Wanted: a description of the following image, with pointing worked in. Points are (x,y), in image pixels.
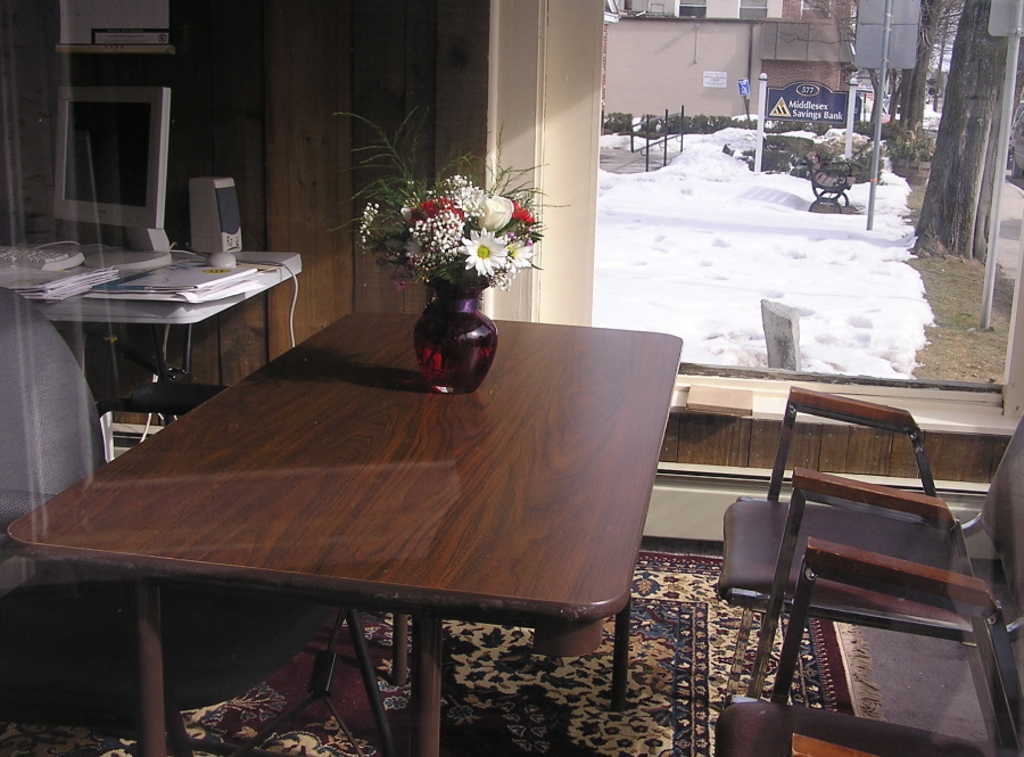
In this picture there is a table (166,471) at the left side of the image (164,484) and chairs (786,742) at the right side of the image (870,548), there is a flower pot (511,240) on the table (393,359) and there is a computer (145,166) at the left side of the image (148,154) and a window (995,143) at the right side of the image (815,285).
